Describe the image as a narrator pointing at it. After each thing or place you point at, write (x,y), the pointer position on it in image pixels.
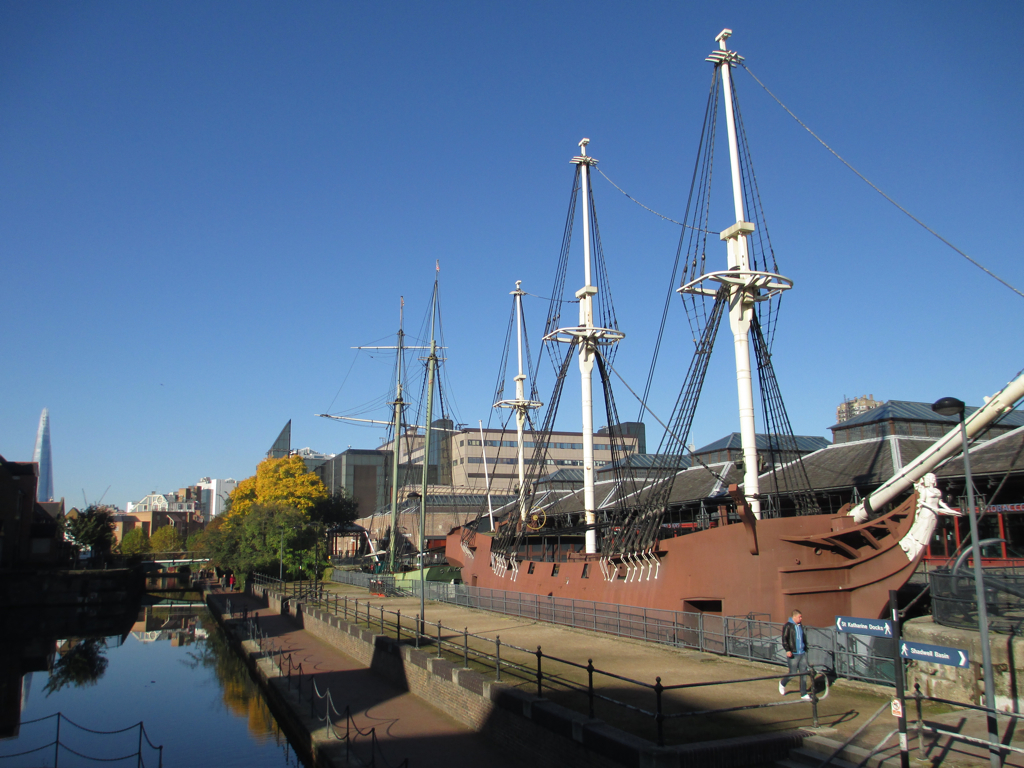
In this picture I can observe a ship (621,559) which is in brown color. There are some poles (527,408) in this picture. On the left side (85,699) I can observe water (136,660). There is a person (804,635) walking on the land (666,671) on the right side (804,686). In the background (269,500) there are buildings (218,498), trees (237,523) and a sky (251,250).
